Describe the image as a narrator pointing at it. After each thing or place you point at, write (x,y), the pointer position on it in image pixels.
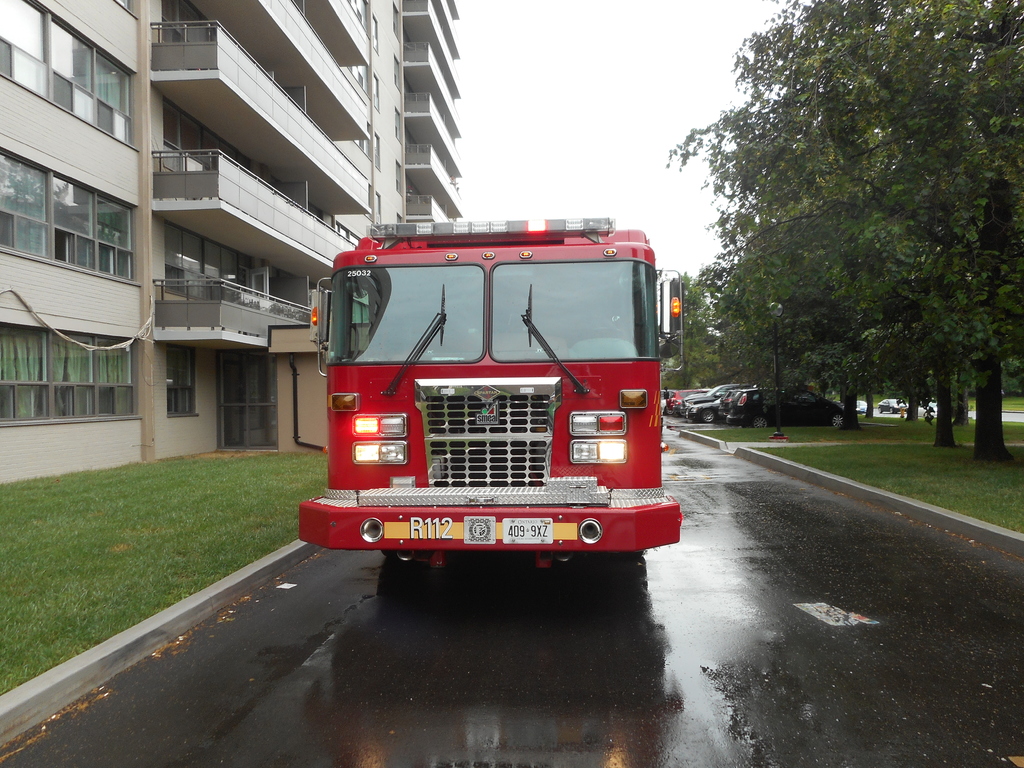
Vehicles (615,356) are on the road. Beside these vehicles (522,289) there are trees (1010,196), grass (323,470) and building (390,214). These are glass windows (119,216).
